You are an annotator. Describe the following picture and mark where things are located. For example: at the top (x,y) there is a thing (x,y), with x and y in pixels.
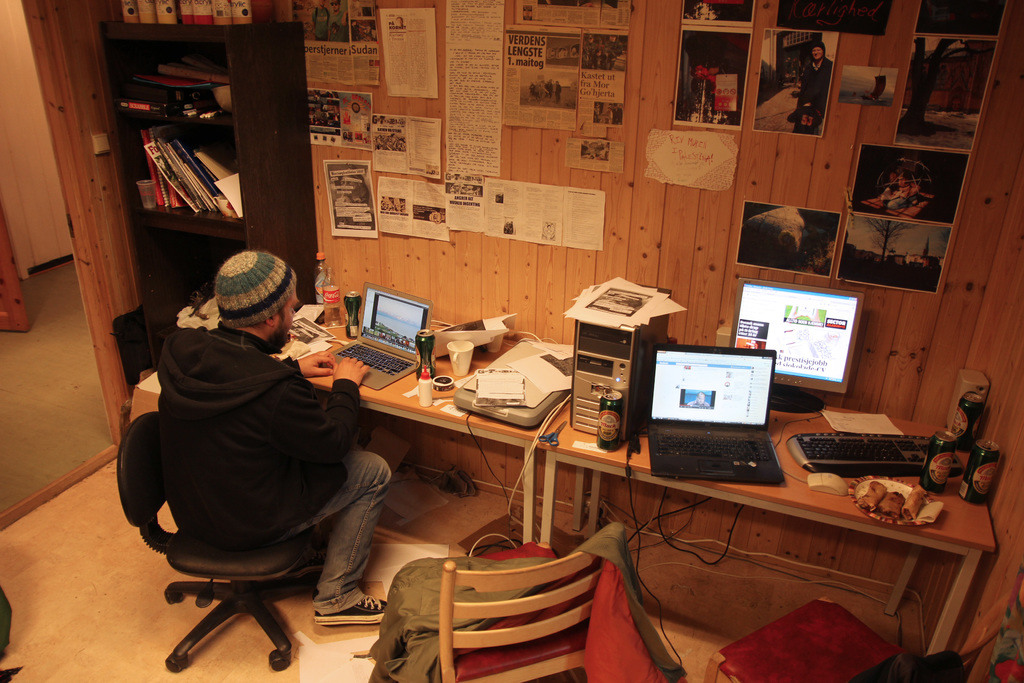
In this image i can see a person (262,488) sitting on a chair (234,581), there is a laptop (372,294), a bottle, few papers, a c. p. u (629,352), on the table (572,463) at the back ground (512,72) there are few papers (672,156) attached to a wooden wall (642,206).
